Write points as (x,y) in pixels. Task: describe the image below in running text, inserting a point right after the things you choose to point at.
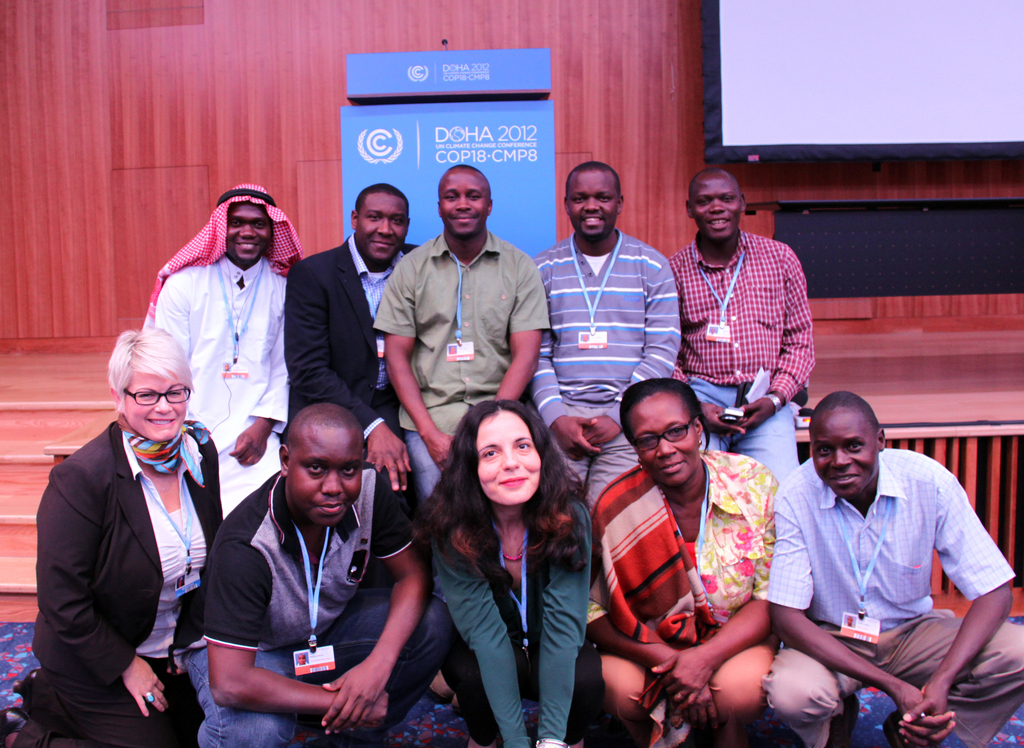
In this image I can see there are few persons (503,356) visible in front of stage (5,545) and there is a screen (817,38) attached to the wooden fence (576,86) back side of persons (259,230).
